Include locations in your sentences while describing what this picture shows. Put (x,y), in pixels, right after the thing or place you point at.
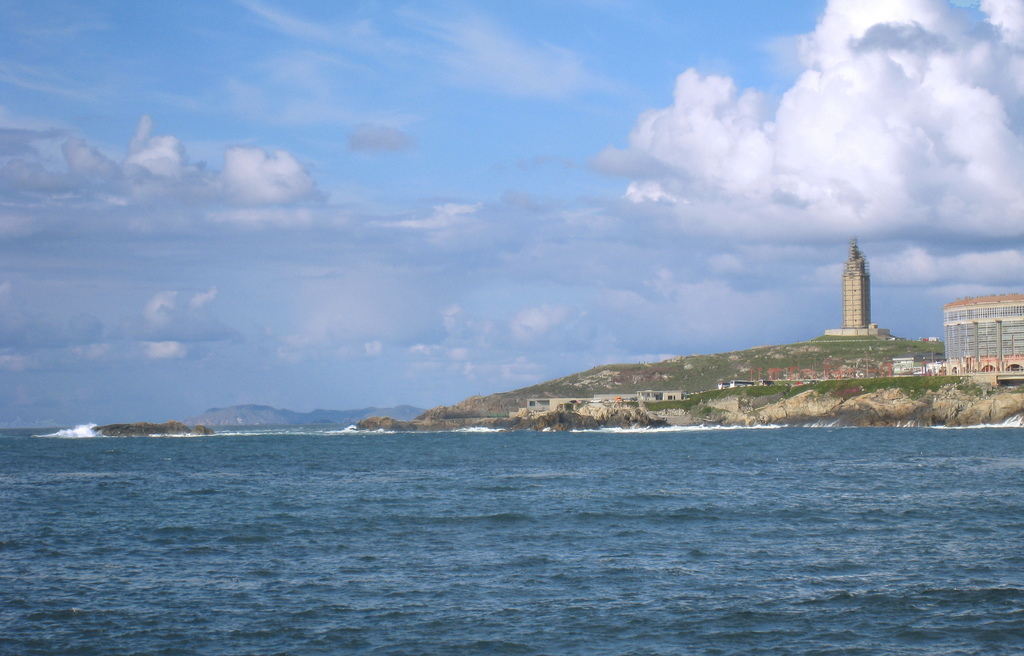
At the bottom of the image (401,500) there is water (473,523). On the water (153,444) there are rocks (714,402). On the right side of the image (1013,312) on the rock (679,383) there are trees (700,395), buildings (909,363) and also there is a tower (860,284). At the top of the image (641,42) there is sky (770,50) with clouds (58,324).
